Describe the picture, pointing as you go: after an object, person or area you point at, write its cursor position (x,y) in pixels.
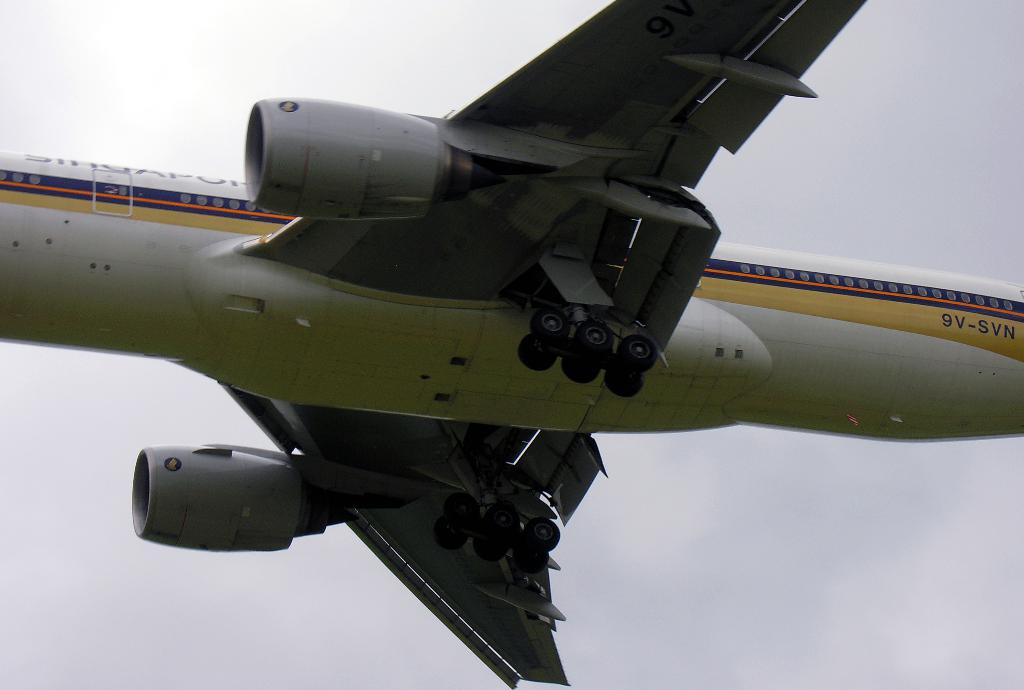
In this image we can see an airplane (401,190) is flying in the air (938,244). In the background of the image (938,244) we can see the sky (70,662).
